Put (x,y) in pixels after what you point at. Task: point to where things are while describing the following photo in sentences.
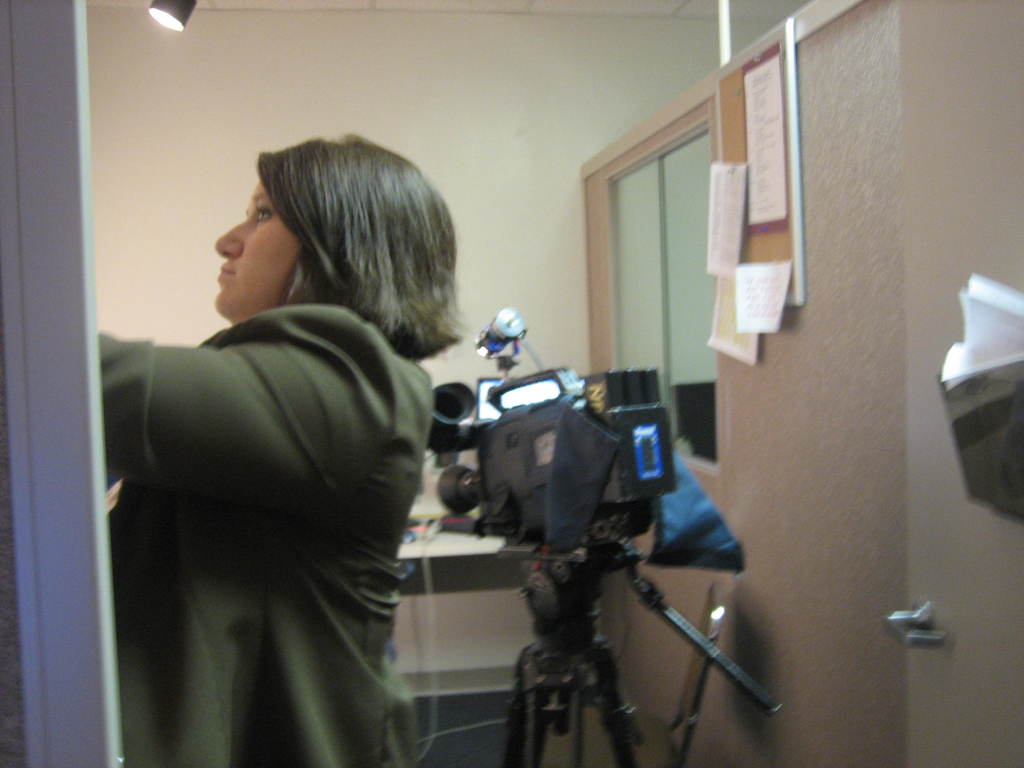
In this image there is a person (306,403) truncated towards the bottom of the image (286,545), there is an object (74,408) truncated towards the left of the image (62,397), there is the wall (873,240) truncated towards the right of the image (815,483), there is an object (975,336) truncated towards the right of the image (991,440), there is a board (791,190) on the wall (815,142), there are papers (770,181) on the board (765,258), there is a stand (594,651) truncated towards the bottom of the image (588,632), there is an object (529,442) on the stand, there is a wall (399,85) there is roof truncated towards the top of the image (626,4), there is a light (166,17) truncated towards the top of the image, there is a table (462,579), there is a wire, there are objects (432,518) on the table (441,535).
